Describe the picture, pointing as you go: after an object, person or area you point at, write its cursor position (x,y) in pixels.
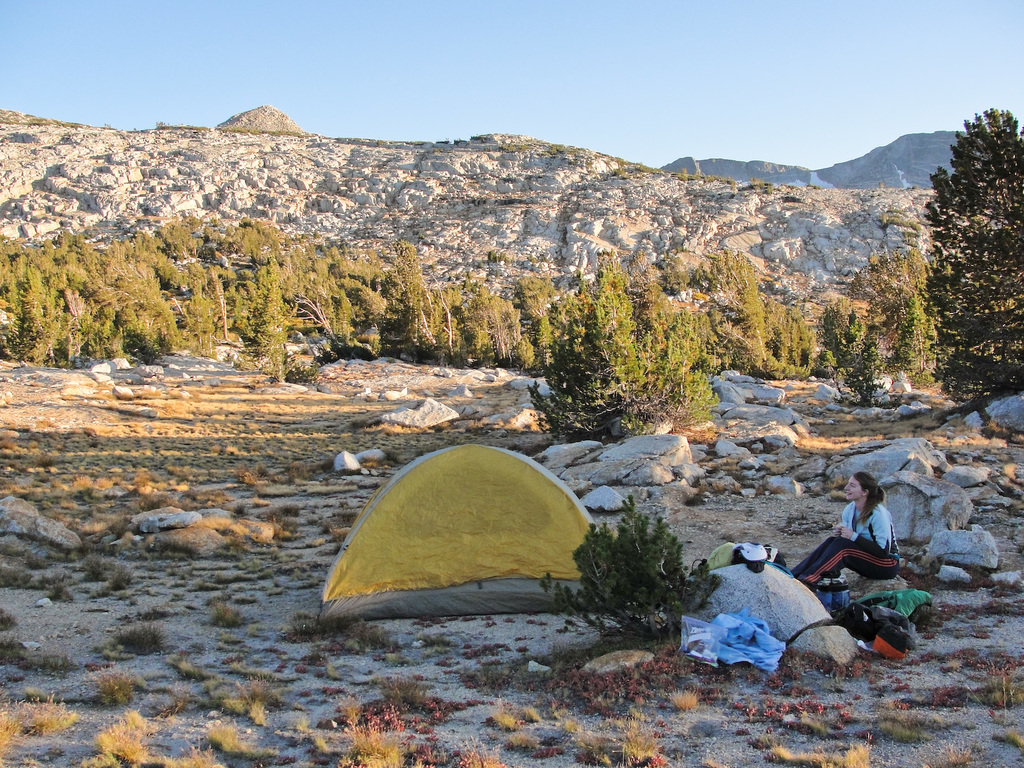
In this picture we can see a woman (852,541) sitting on a rock (900,579), clothes (759,626), tent (527,532), plants (670,574), rocks (595,448), trees (522,317), mountains (535,221) and in the background (608,26) we can see the sky (150,126).
